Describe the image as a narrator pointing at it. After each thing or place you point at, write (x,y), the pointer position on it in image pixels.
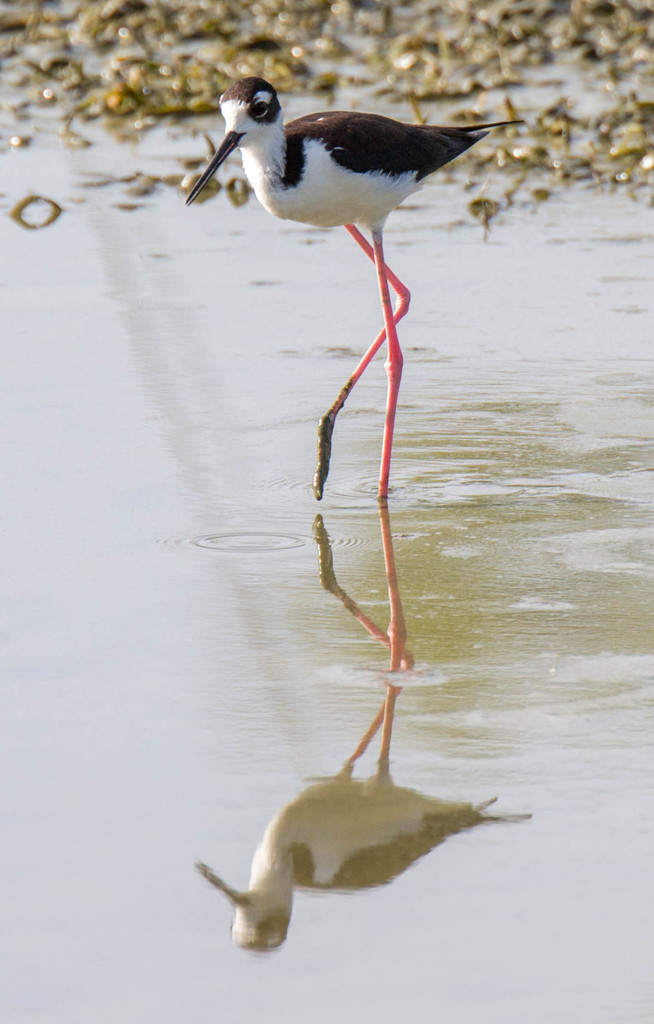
In this picture, we see a bird (361,184) in brown and white color. It has a long beak (233,138). It also has long legs (403,284). At the bottom (200,761), we see water (150,664) and this water (191,670) might be in the pond (220,674). In the background (520,104), it might be the grass (319,79) or insects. This picture is blurred in the background (545,145).
